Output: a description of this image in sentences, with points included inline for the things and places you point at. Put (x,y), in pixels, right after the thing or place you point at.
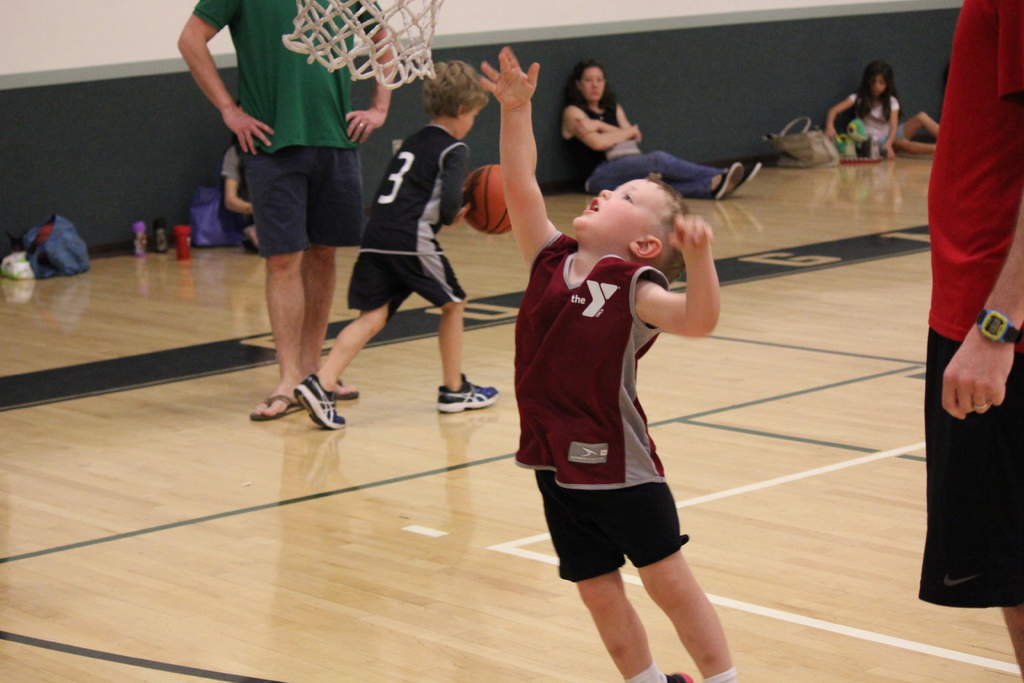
In this image we can see persons (306,307) sitting on the floor (210,260) and some are standing on the floor (372,465). In the background (17,73) we can see water bottles (163,239), bags (210,216) and walls (168,148).
